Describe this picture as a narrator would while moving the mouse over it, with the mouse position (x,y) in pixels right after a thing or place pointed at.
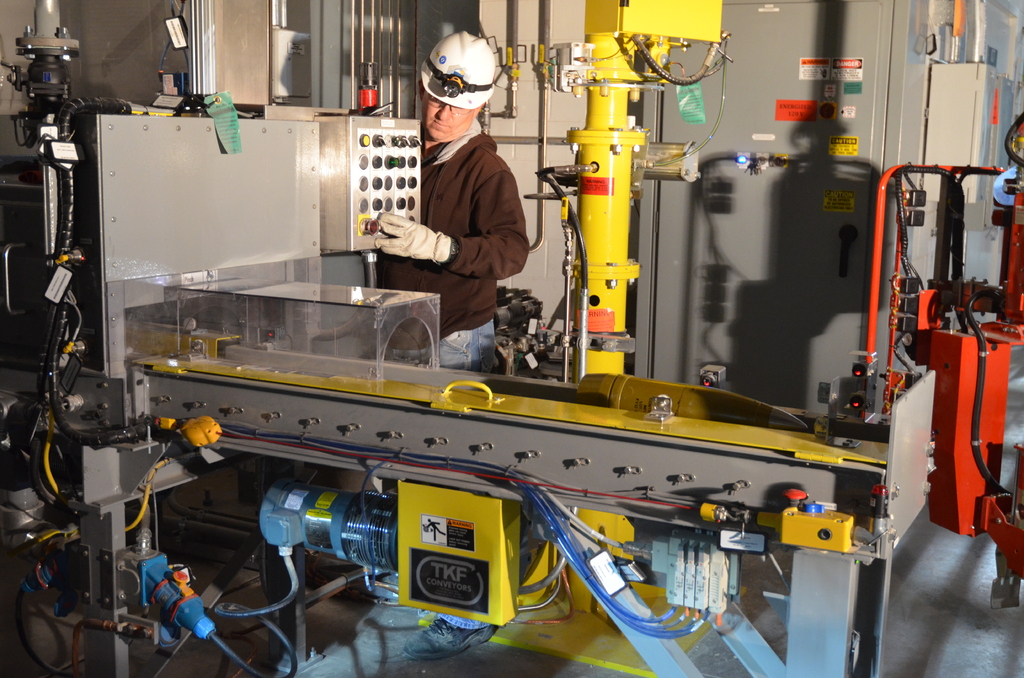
In this image I can see a person (508,166) wearing a white color helmet (481,71) on his head (457,115) and I can see a machine (116,103) visible in front of the person (506,215) and I can see the wall (6,51) at the top (496,9).
